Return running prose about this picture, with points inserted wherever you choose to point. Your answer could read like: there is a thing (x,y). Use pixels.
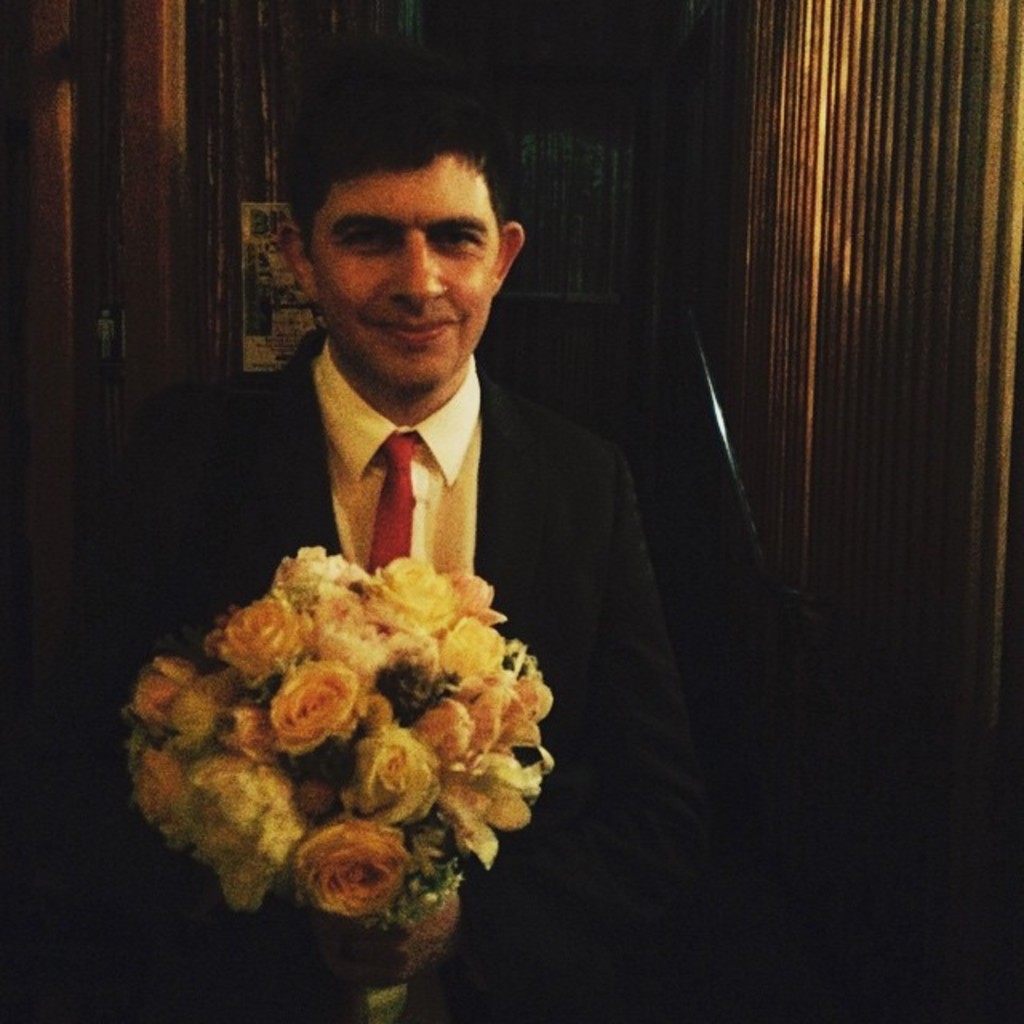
In this image we can see a man (562,453) who is wearing black coat (497,483) with white shirt (346,487) and red tie (409,519). He is holding bouquet (295,808) in his hand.
